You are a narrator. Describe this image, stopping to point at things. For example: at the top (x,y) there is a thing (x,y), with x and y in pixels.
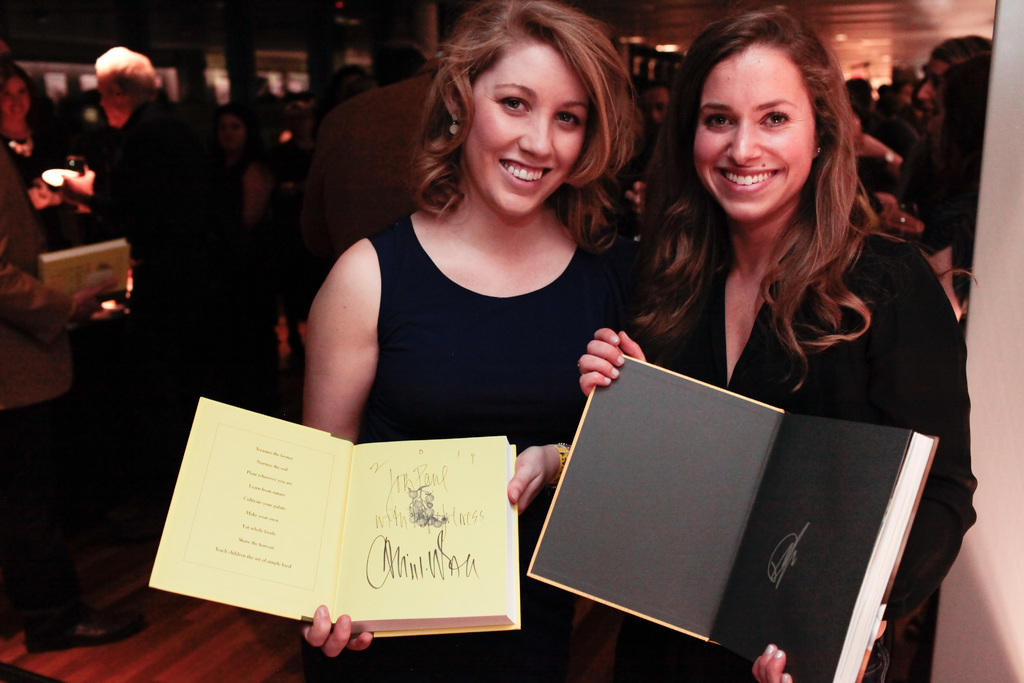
In this image we can see two women (557,281) smiling and holding the books (691,477) and standing. In the background (248,246) we can see the people (217,268). We can also see the ceiling (854,30) and also the floor (153,640). On the left (98,624) we can see the person (61,332) holding the book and standing.
